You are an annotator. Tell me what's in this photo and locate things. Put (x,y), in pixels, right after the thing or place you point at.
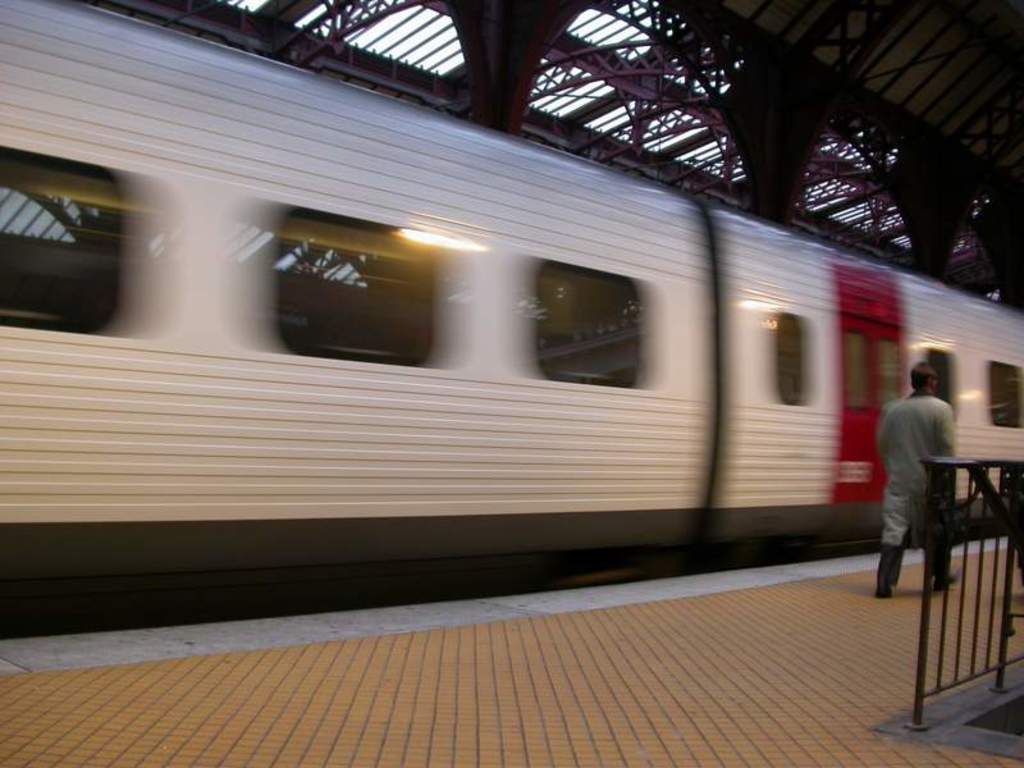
In this picture there is a man (890,465) walking on the platform (865,682) and we can see fence (1001,498) and train (835,408). At the top of the image (620,65) we can see rods (486,20) and sky (441,26).
